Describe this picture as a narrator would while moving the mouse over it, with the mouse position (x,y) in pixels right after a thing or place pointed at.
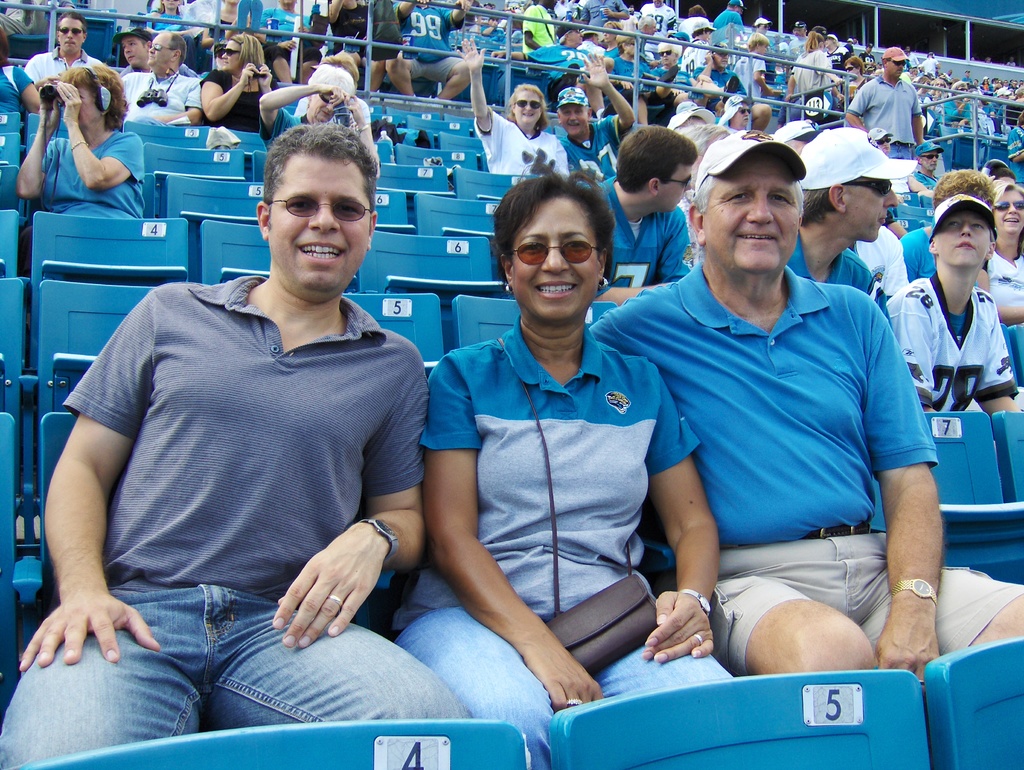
In this image, we can see persons (518,119) wearing clothes (361,419) and sitting on chairs (414,266). There are safety grills (745,98) at the top of the image (331,41).
